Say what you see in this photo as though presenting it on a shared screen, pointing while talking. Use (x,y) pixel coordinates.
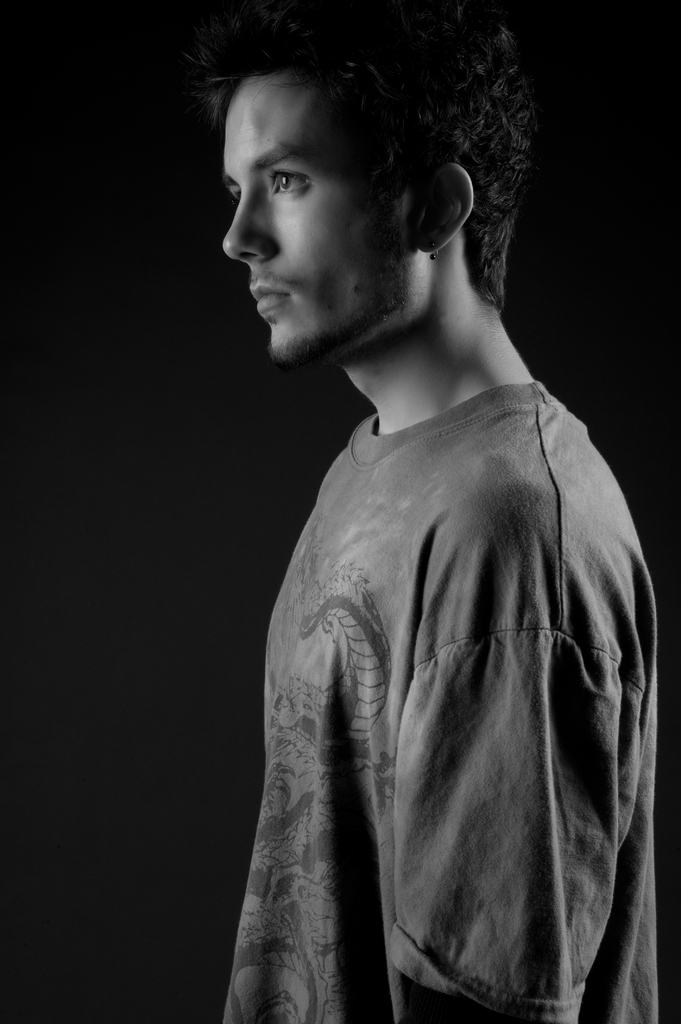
In the picture there is a man (424,514) standing wearing a t-shirt (463,574). The background (120,124) is dark.
